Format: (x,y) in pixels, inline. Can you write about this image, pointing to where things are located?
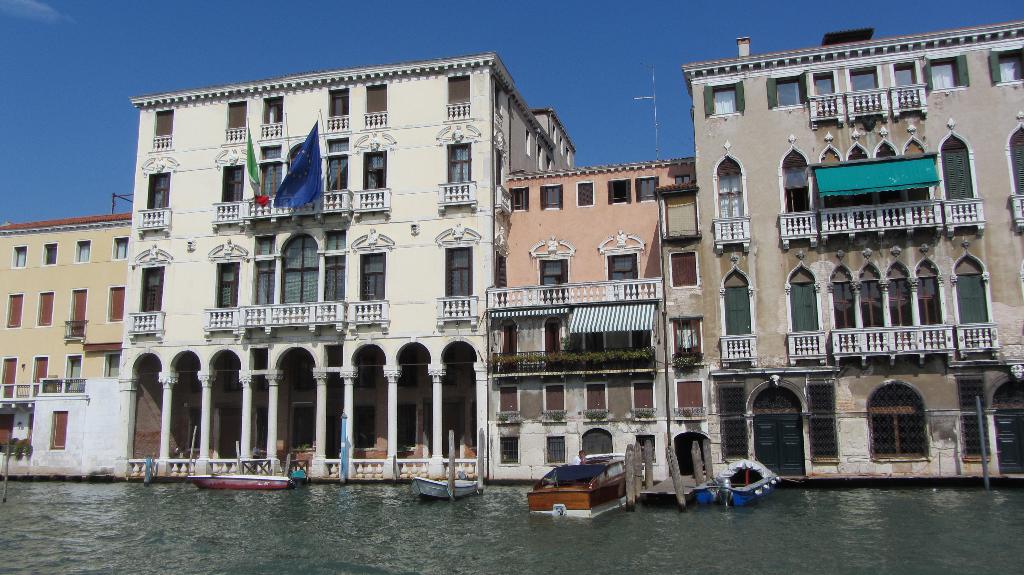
In this image there are boats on the water (669,565), buildings (358,251), flags (280,188) with the poles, and in the background (573,92) there is sky (557,78).
